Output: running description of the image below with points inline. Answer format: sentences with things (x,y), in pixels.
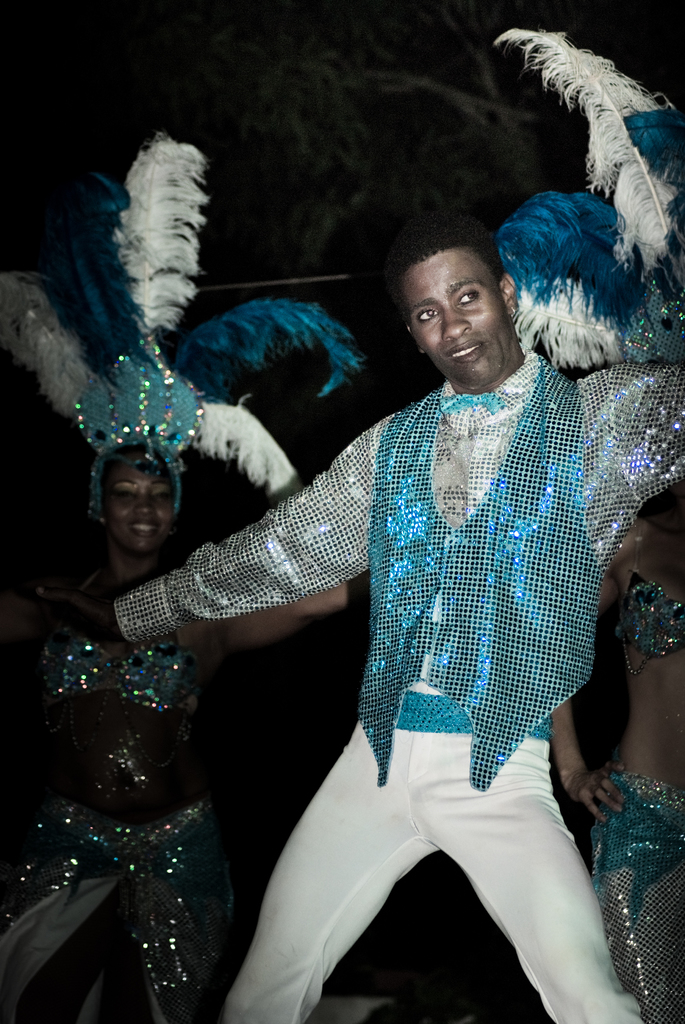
In this image, we can see some people (465,357) dancing and behind them there is a dark background (286,96).
